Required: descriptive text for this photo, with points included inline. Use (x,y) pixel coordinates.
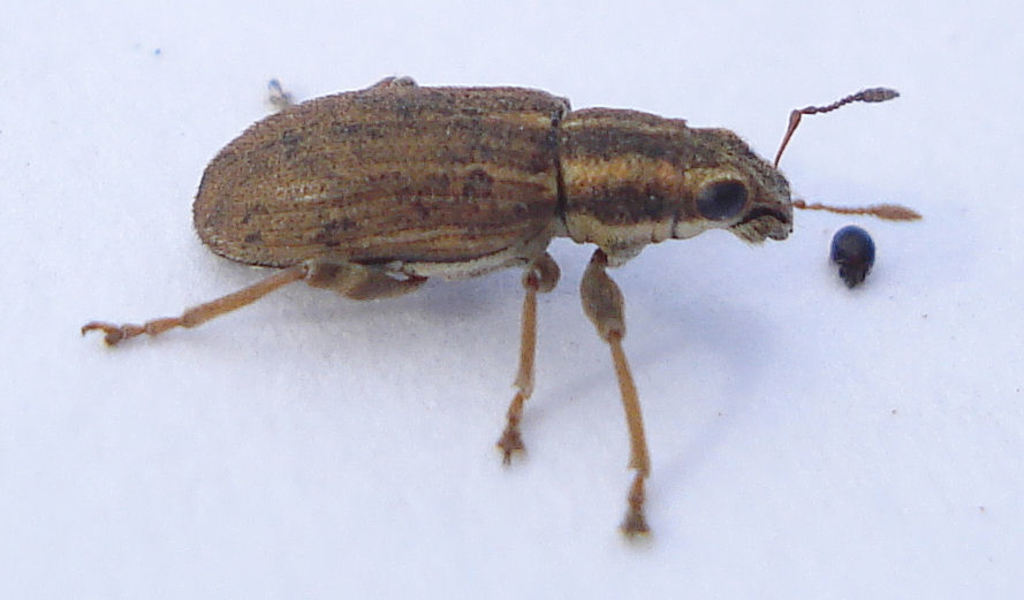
This is a zoomed in picture. In the center (674,203) there is an insect (426,104) on a white color object (490,404).
